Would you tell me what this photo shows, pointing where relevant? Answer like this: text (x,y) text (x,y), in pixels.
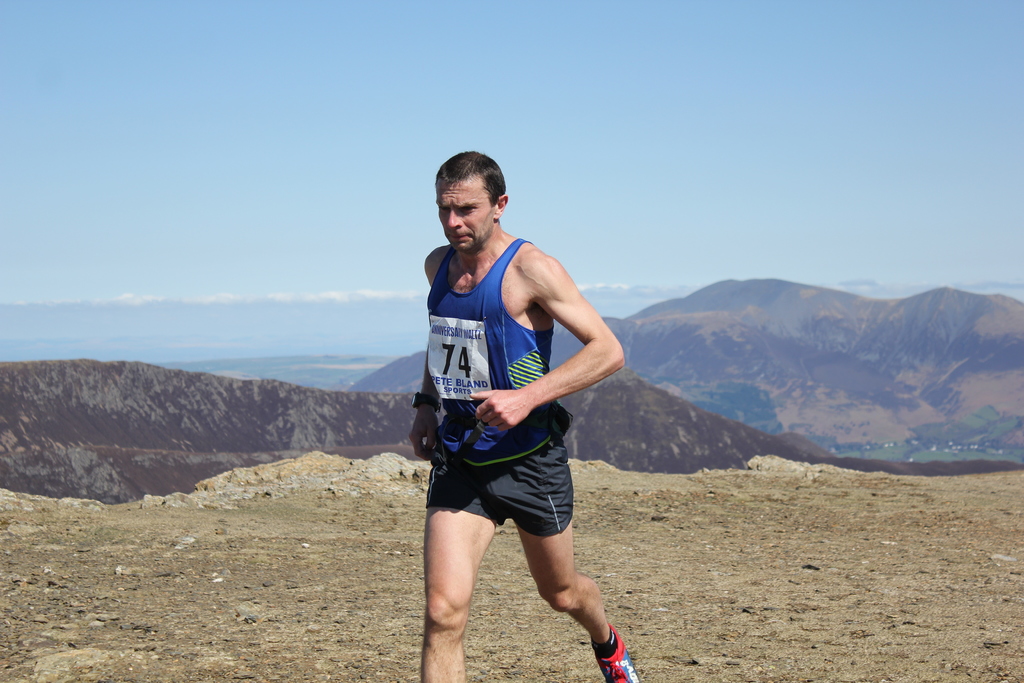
This image is taken outdoors. At the top of the image (252,136) there is the sky (692,158). In the background (198,383) there are a few hills (564,338). At the bottom of the image (207,637) there is a ground (558,617). In the middle of the image (442,308) a man (460,314) is running on the ground (509,590).
